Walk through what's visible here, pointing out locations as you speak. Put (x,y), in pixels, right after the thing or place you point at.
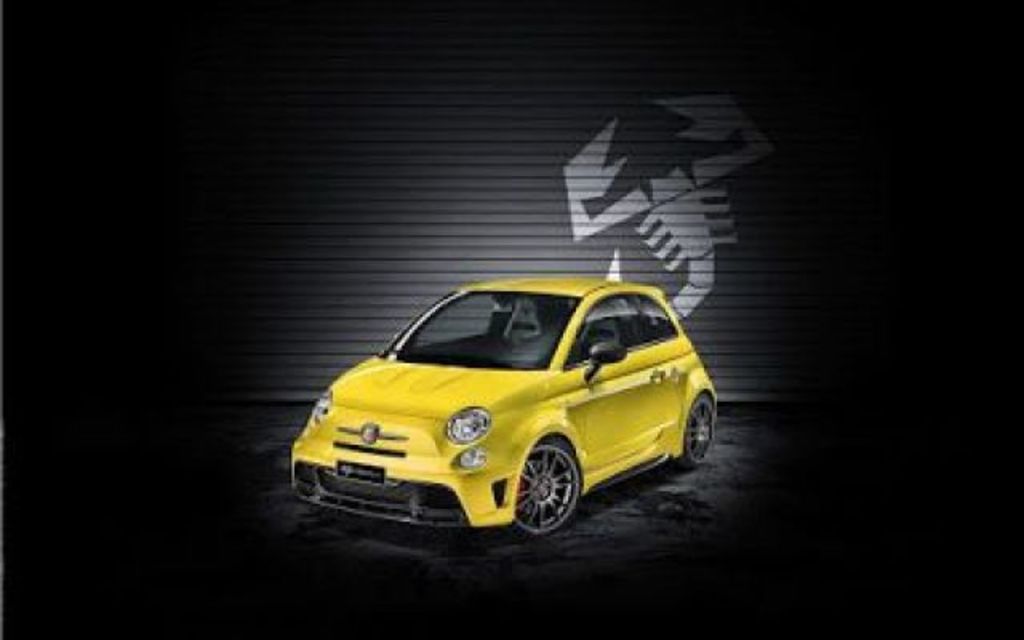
In this image there is a car (608,400), behind it there is a shutter (665,146) with a mark (659,184) on it.
